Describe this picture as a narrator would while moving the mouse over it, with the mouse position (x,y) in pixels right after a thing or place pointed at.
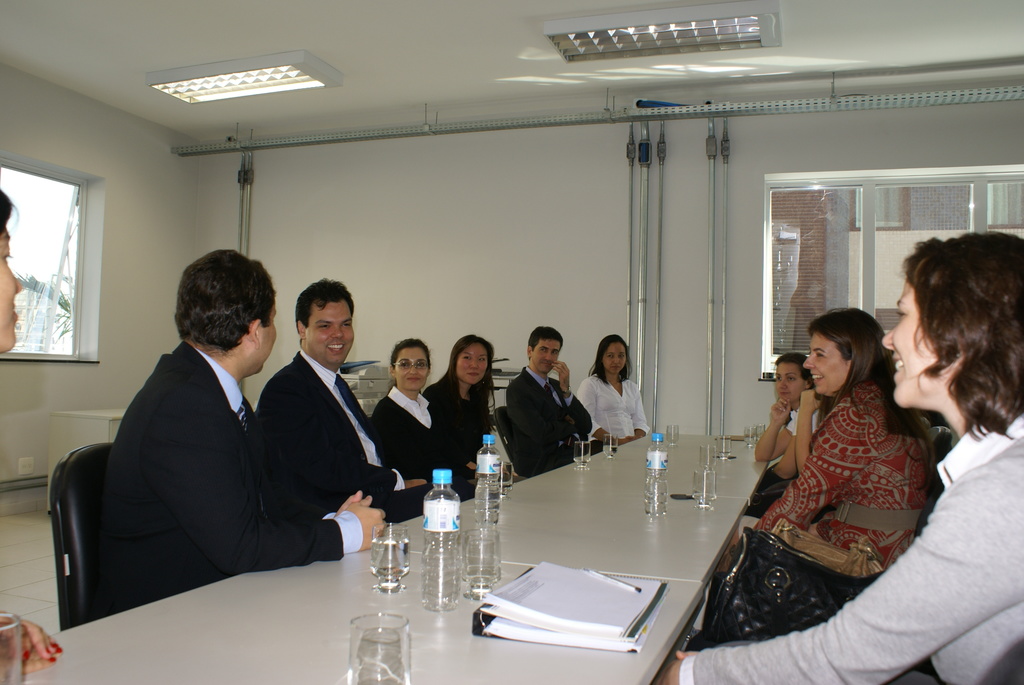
This picture is clicked inside the room (673,220). This might be a conference hall (565,649). Here, we can see many people (349,420) sitting on both side of the table (206,605). Here, are one two three four five six seven eight nine and ten people (279,387) sitting on both sides of the table (526,510). On the table (517,499), we have bottled (486,497), water (485,481), paper (565,590), pen (625,584), file (497,635). Behind these people (129,464), we can see a wall (136,298) and a window (49,214) from which we can see trees (62,306). To the right of the picture (834,218), we see a window (813,250) from which we can see building (926,221).
